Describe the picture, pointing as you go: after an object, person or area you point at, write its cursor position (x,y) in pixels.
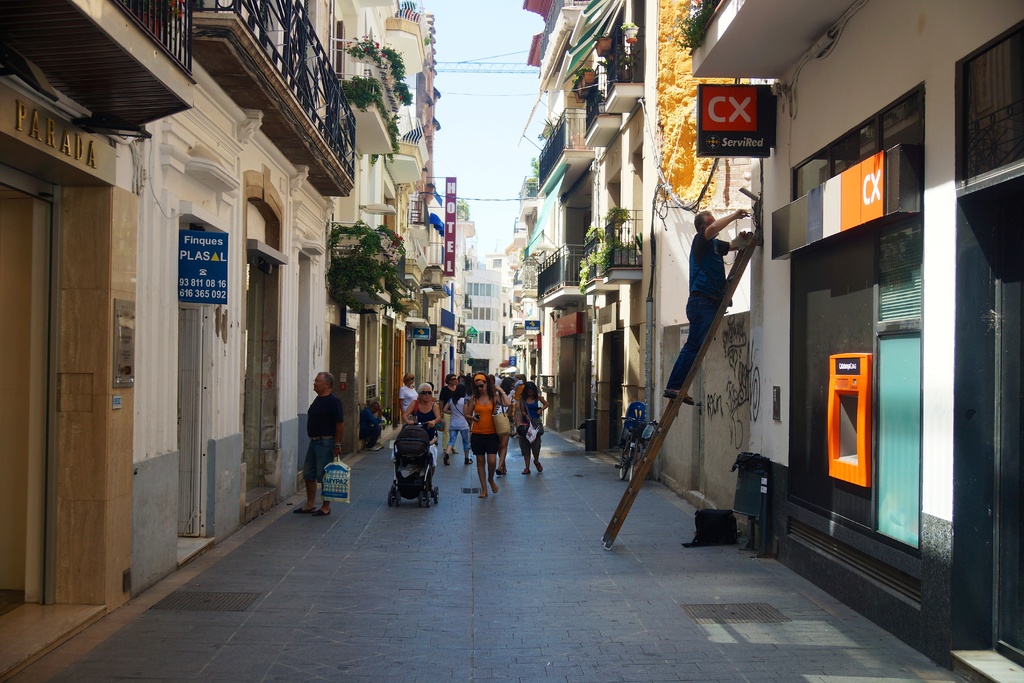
In this image we can see a group of people (541,419) on the ground (372,514). In that a man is holding a cover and a woman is holding a trolley (392,500). On the right side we can see a man (666,391) on a ladder (646,457) and a bicycle (633,457) parked aside. We can also see a group of buildings (147,432) with windows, the railing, some plants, the sign boards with some text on them and the sky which looks clear.
